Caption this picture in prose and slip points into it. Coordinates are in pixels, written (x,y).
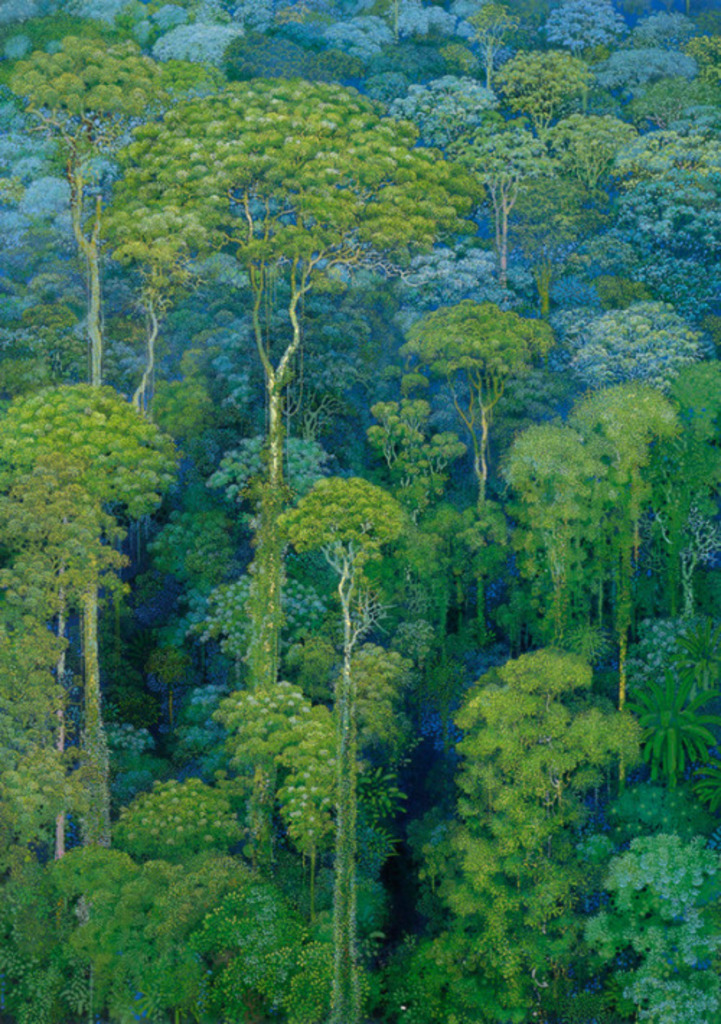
This image is a depiction of trees (686,846).
